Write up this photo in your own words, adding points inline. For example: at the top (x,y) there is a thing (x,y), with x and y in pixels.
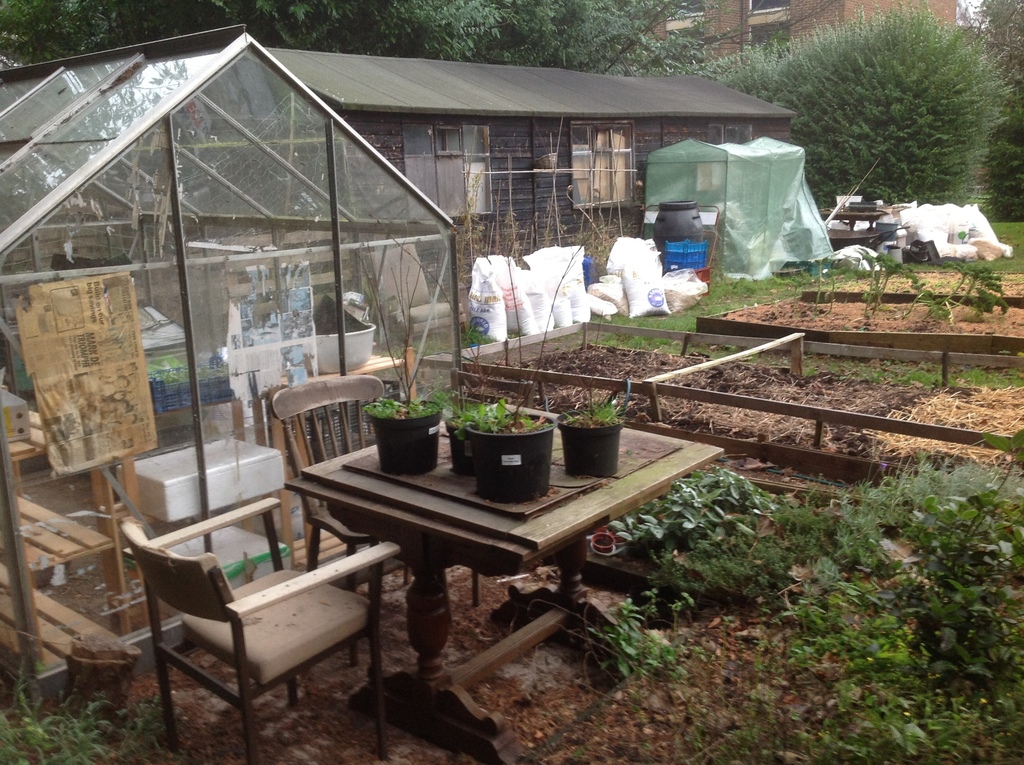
In this picture we can see two chairs (298,462) and a table (454,517) in the front (465,490), there are four plants (577,466) on the table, at the bottom (780,582) there are some plants (922,658), on the left side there is a house (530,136), we can also see wooden shelves (66,619) and glass (213,285) on the left side (206,211), in the background (865,148) there are some trees (865,75) and a building (737,28), there are some bags (651,269) in the middle (571,267), on the right side (878,230) we can see grass (1010,230) and some things (893,221).
